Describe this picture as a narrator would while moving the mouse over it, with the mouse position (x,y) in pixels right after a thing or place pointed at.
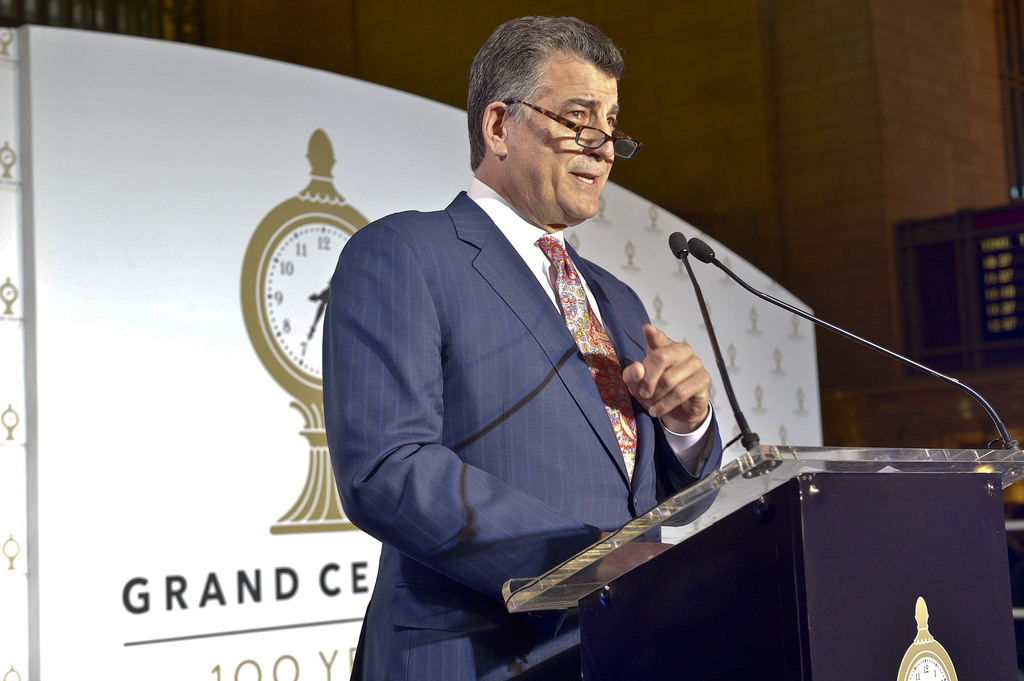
In this picture I can see a man (514,448) standing in front of a podium (726,564). The man (562,457) is wearing a suit (532,415). I can also see microphones (757,443). In the background (675,88) I can see wall (830,104).
